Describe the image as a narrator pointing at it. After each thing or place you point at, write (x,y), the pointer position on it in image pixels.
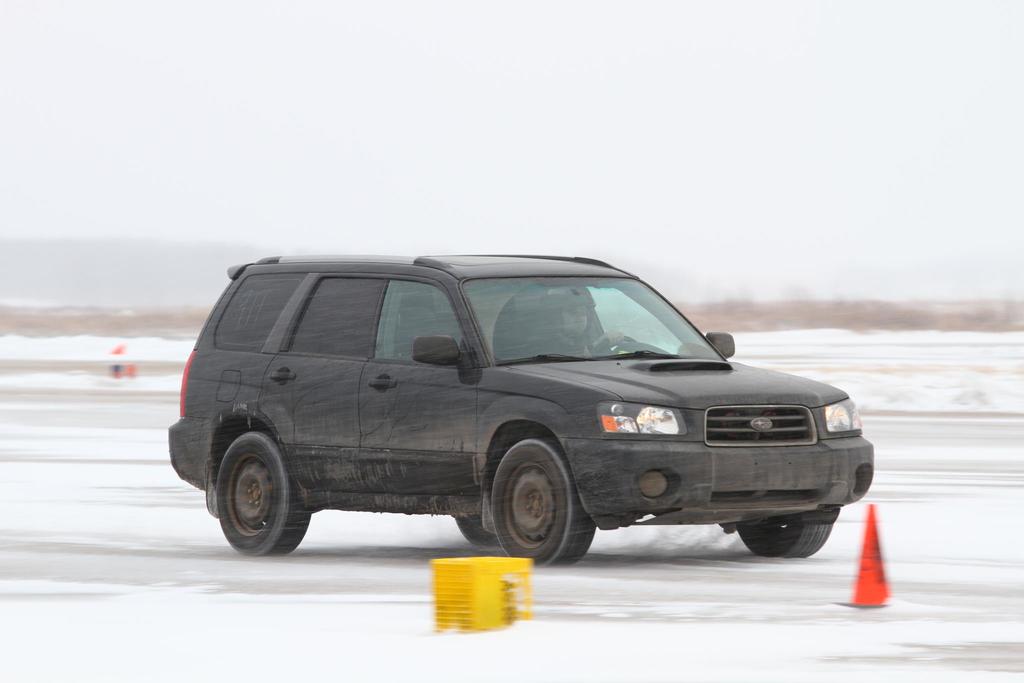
In this image I can see a car (372,465) which is black in color on the ground (186,556) and I can see some snow (184,558) on the ground (139,555). I can see few objects (479,617) which are orange and yellow in color on the ground (771,610). In the background (599,245) I can see the sky (559,153). I can see a person (582,299) in the car (567,335).
